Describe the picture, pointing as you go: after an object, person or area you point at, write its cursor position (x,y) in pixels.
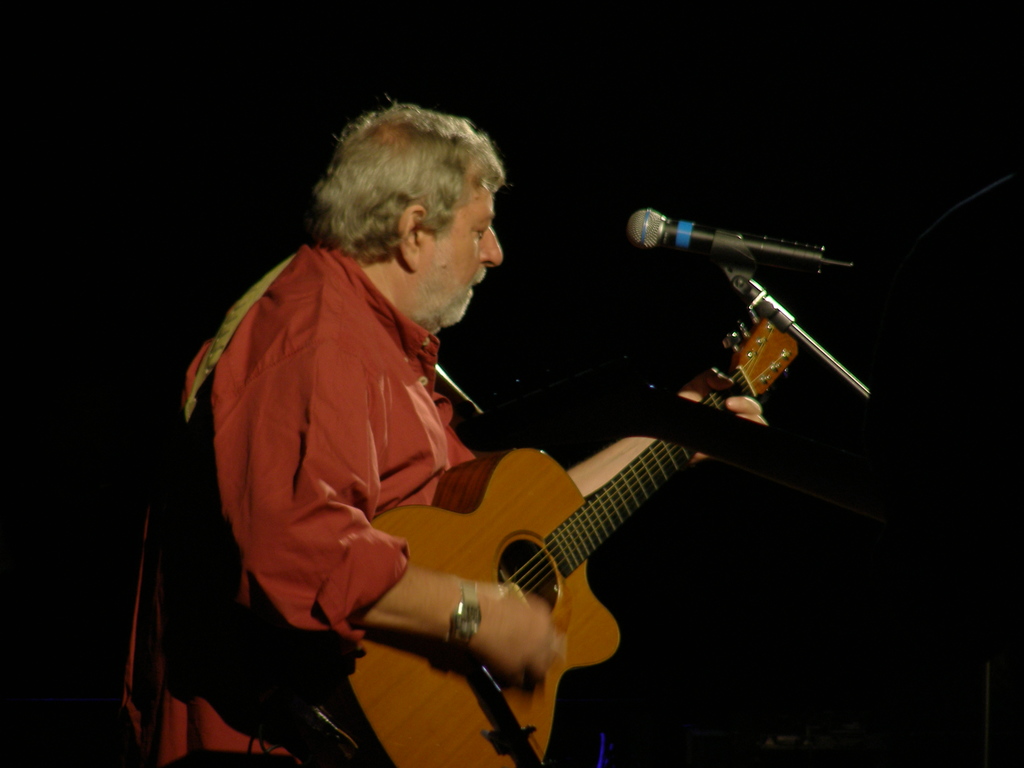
In this image there is one person (368,399) who is standing and he is holding a guitar (504,564) in front of him there is one mike (666,226). And he is wearing a red shirt (283,483) and he is wearing a watch (468,612).
